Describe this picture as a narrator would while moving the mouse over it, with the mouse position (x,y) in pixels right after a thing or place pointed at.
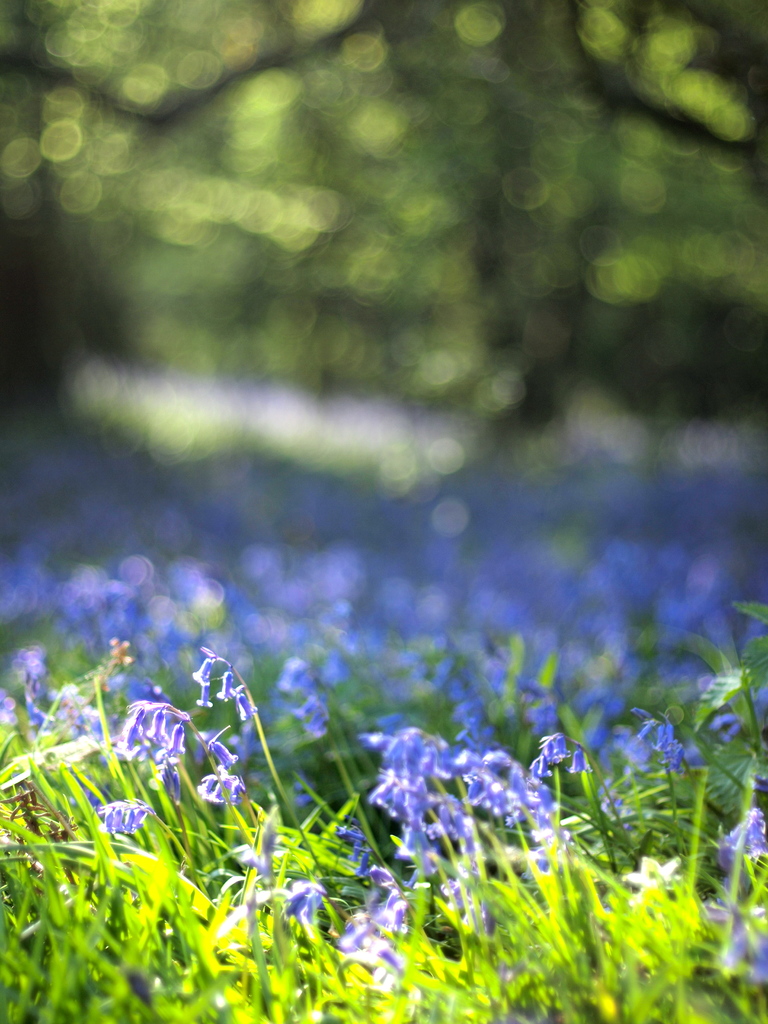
In this image at the bottom (320,870) there are some plants (284,760) and flowers (136,738), and there is a blurry background (712,134).
